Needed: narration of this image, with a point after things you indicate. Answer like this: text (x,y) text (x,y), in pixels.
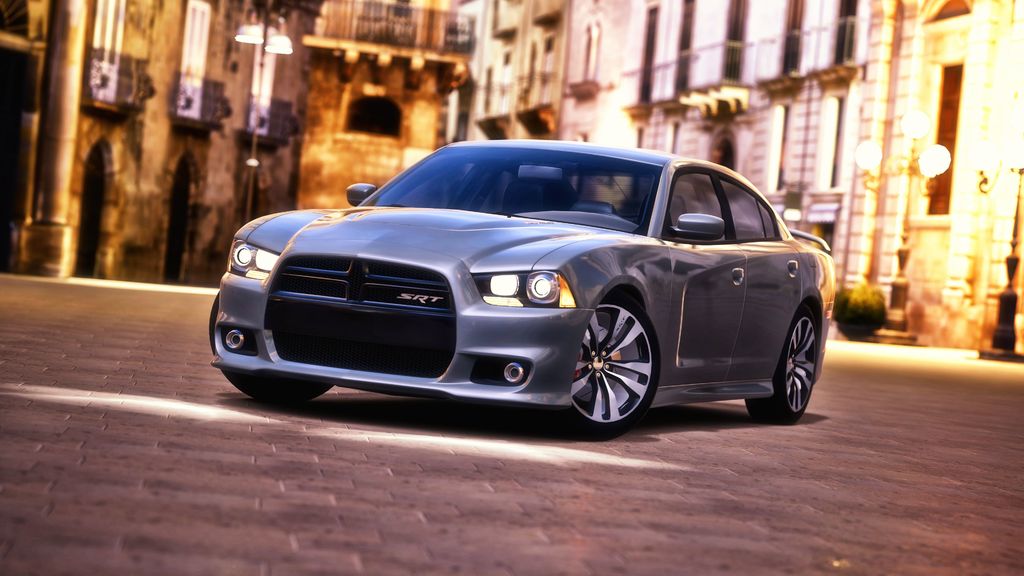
This image consists of buildings (428,134) at the top (440,142). There is a car (540,278) in the middle (468,195).
